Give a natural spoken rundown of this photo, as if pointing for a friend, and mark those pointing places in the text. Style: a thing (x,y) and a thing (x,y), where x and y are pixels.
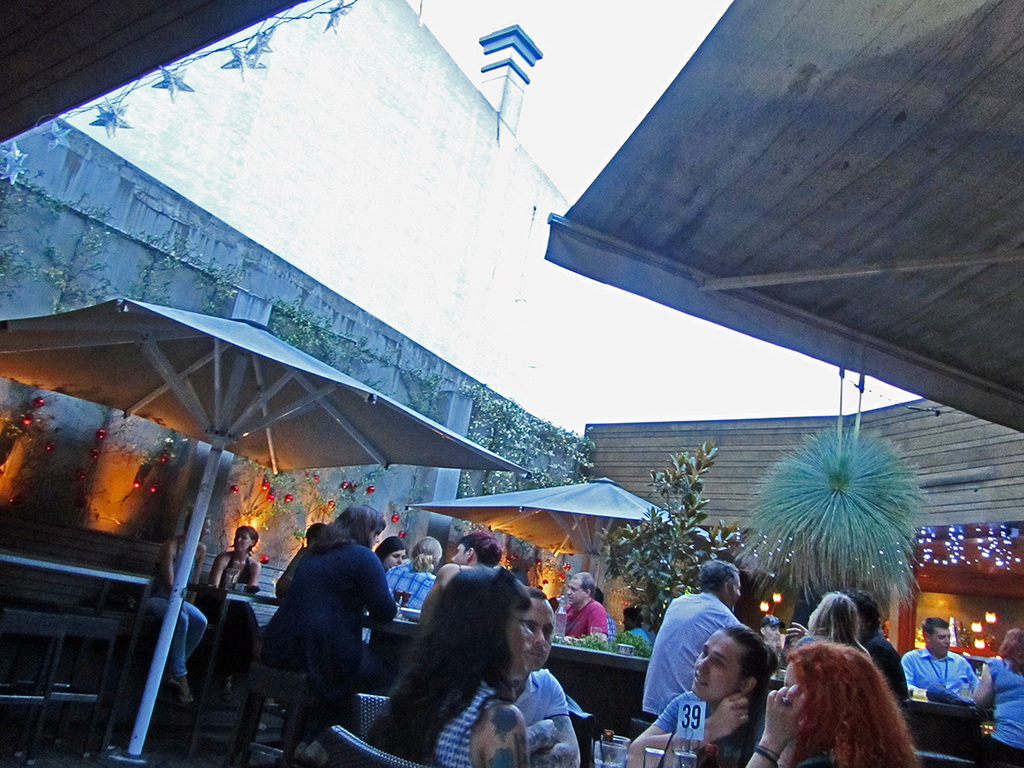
It is a restaurant (331,511) many people (342,603) are sitting in front of the tables (606,749) and there are some trees (671,486) in between the tables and the restaurant (956,533) is beautifully decorated with lights (955,547).
